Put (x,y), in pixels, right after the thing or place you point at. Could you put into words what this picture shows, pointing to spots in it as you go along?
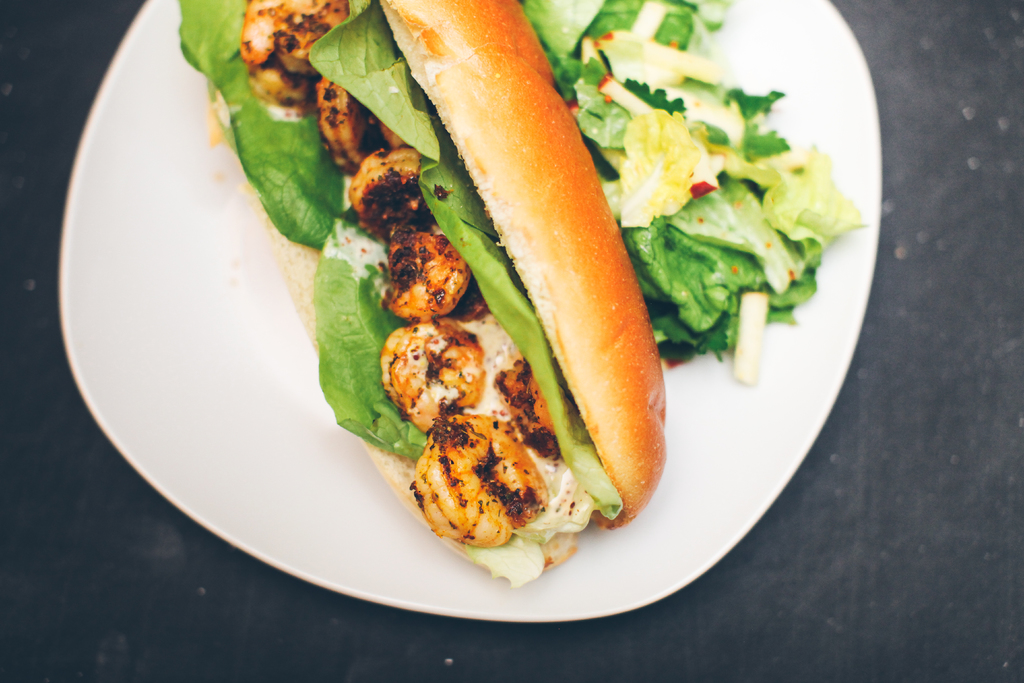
In this picture we can see a shrimp sandwich (501,80) kept on a white plate (398,552).
